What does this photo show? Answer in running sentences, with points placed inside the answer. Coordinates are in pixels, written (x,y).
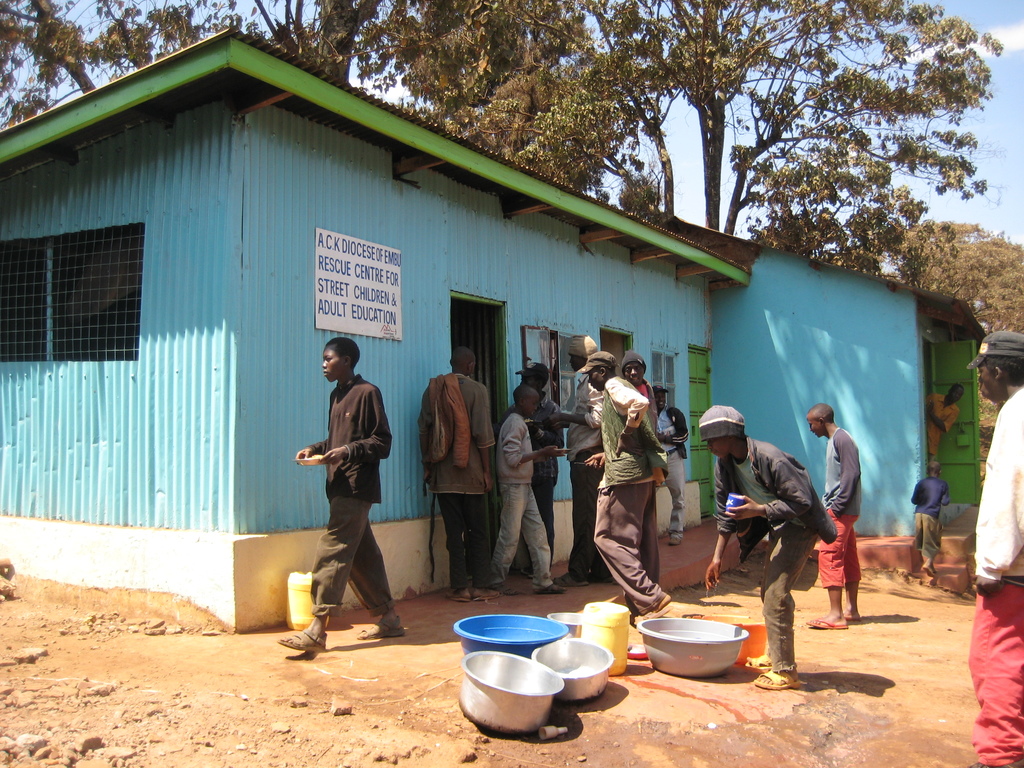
In the middle of the image (351,353) few people (1018,485) are standing and holding some plates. Behind them we can see a house (537,213), on the house (376,230) we can see a banner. At the top of the image (866,6) we can see some trees (886,10). Behind the trees (830,1) we can see some clouds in the sky (967,204). At the bottom of the image (640,636) we can see some bowls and tins (298,611). In the bottom left corner of the image (12,758) we can see some stones (0,743).
